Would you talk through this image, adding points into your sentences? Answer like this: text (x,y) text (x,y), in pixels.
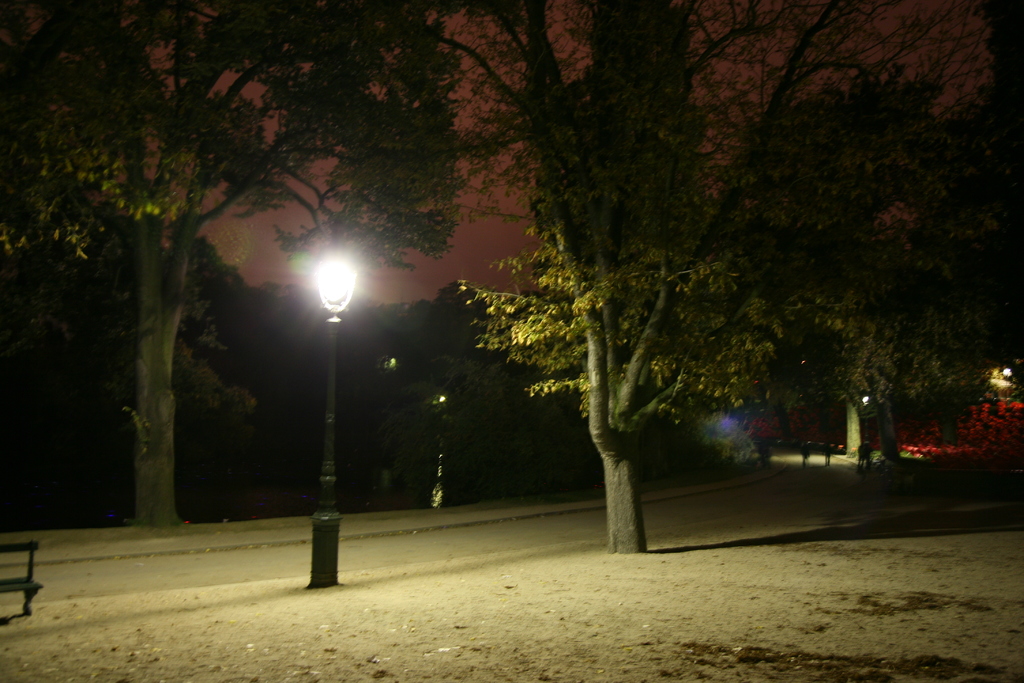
In the image there is a road (245,545) and around the road (256,557) there are many trees (712,299) and on the right side (810,452) there are some people (810,452), there is a street light (345,288) beside one of the tree (635,412).
